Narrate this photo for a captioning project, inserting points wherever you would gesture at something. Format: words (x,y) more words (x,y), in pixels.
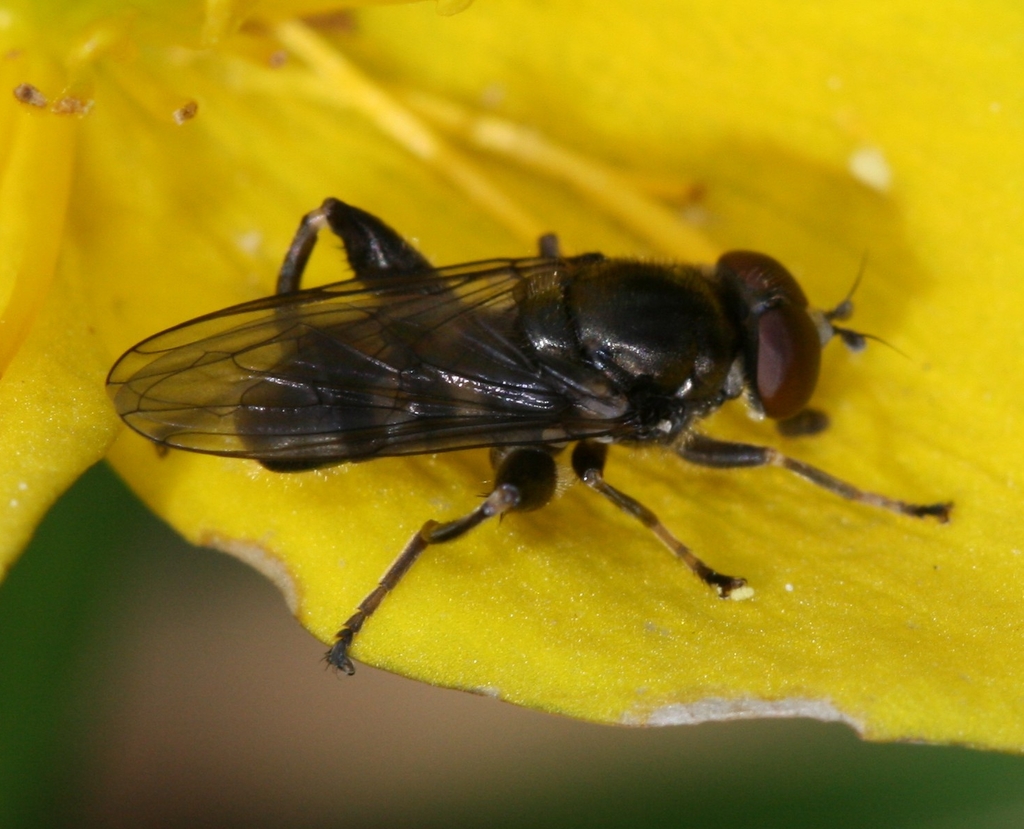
In this image I can see an insect (399,395) on the flower (787,542). And the background (391,739) is blurry.
